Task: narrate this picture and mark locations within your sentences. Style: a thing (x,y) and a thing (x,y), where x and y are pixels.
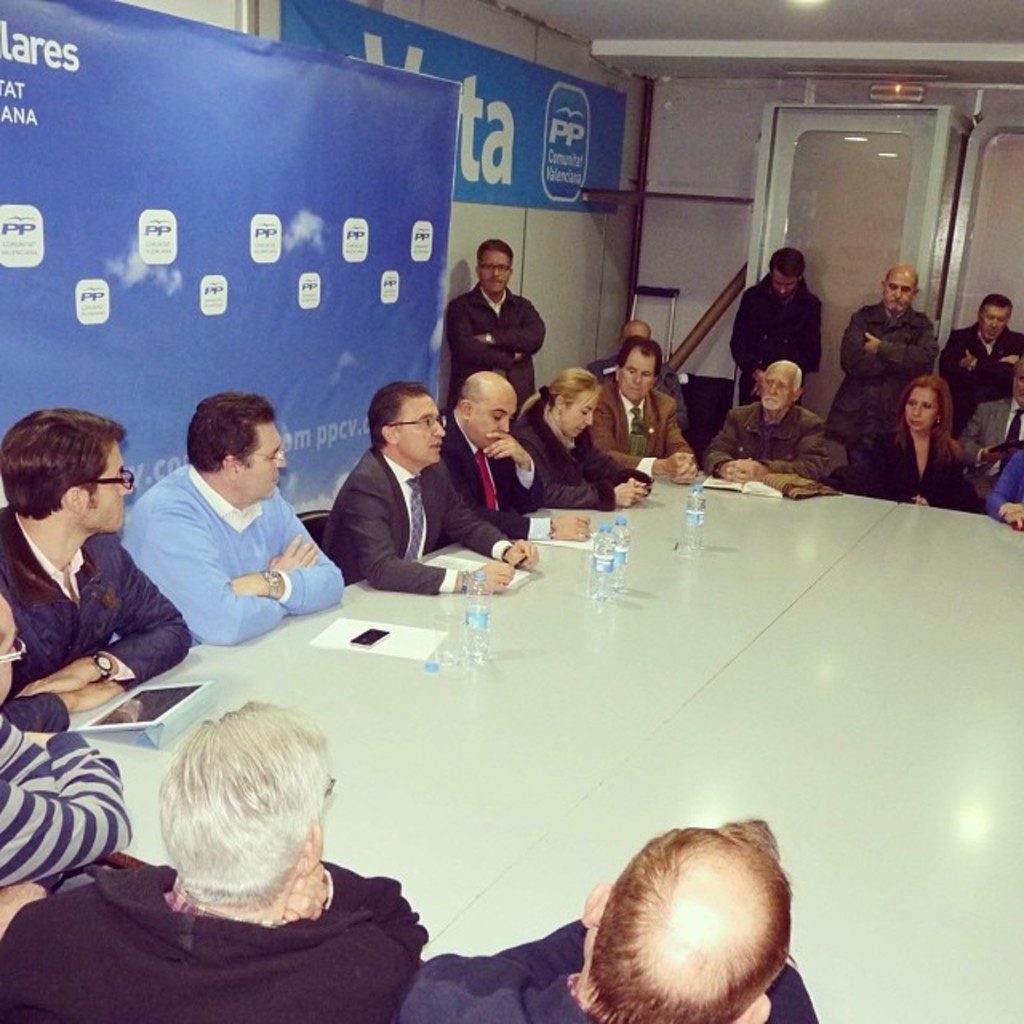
In the picture we can see a meeting hall (921,58) with some people (60,491) are sitting around the table (879,868) and some of them are in blazers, ties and shirts (17,866) and behind them, we can see a blue color banner (10,305) with an advertisement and besides we can see a glass door (995,176).
